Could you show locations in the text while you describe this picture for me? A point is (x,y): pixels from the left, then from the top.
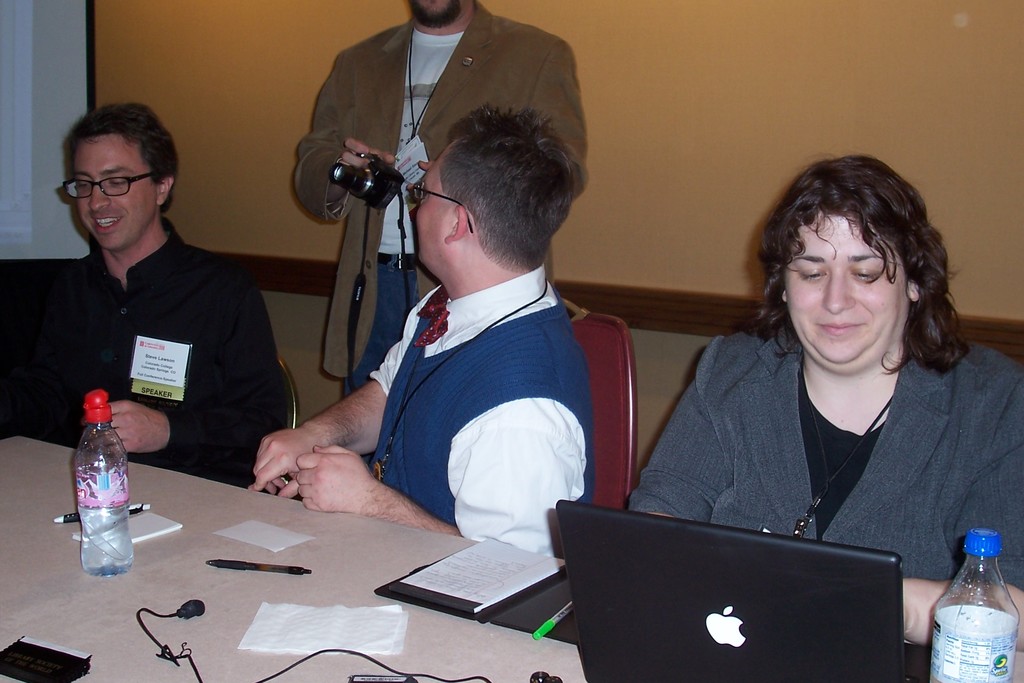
In this picture to the right (825,375), there is a woman (819,413) who is wearing a grey suit (785,455) is sitting on the chair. In the middle (461,381) there is person (486,394) who is wearing a white shirt (476,464) is sitting on the chair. To the left (184,322), there is a person (160,310) who is wearing a black shirt (152,302) is also sitting on the chair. At back (453,62), there is also another person (497,83) who is wearing a brown suit (465,95) is standing and holding a camera (366,173). There is a laptop (732,639) and bottle (949,625) on the table (521,664). There is a pen (552,622) and notepad (508,571) on the table (170,542).
